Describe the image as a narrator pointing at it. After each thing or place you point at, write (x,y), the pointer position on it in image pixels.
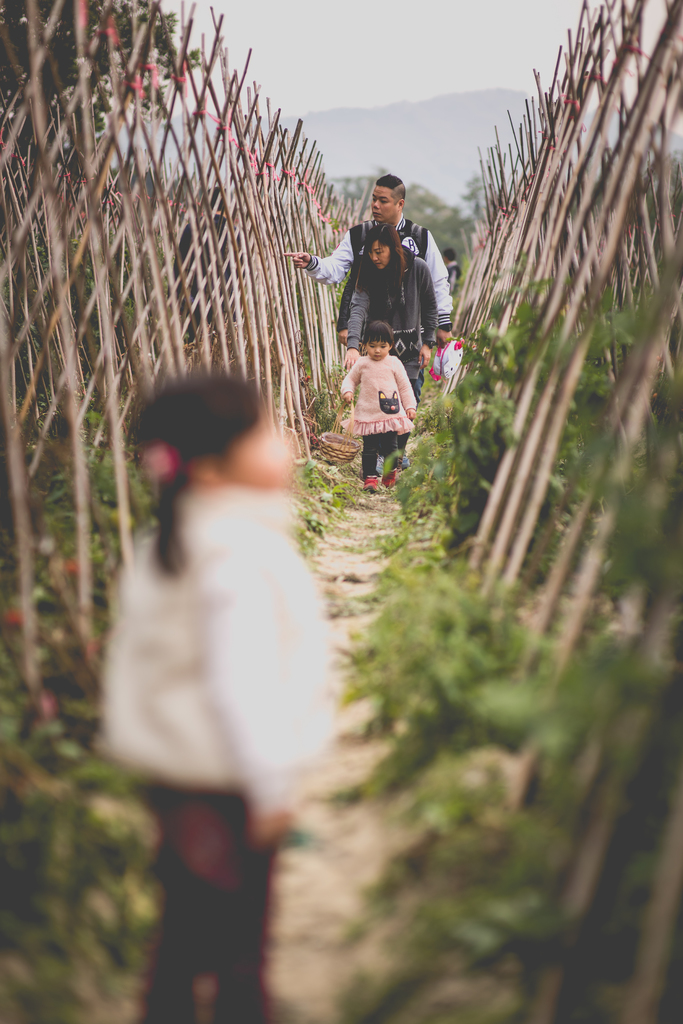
In the foreground of this picture (240,712), there is a girl (240,898) standing on the path (336,825), where we can see fencing (278,209) with wood (145,236) and plants (476,760) on the either side to the path (304,966). In the background (410,243), there are persons (395,336) walking on the path (342,920), mountains (403,118) and the sky (374,70).
